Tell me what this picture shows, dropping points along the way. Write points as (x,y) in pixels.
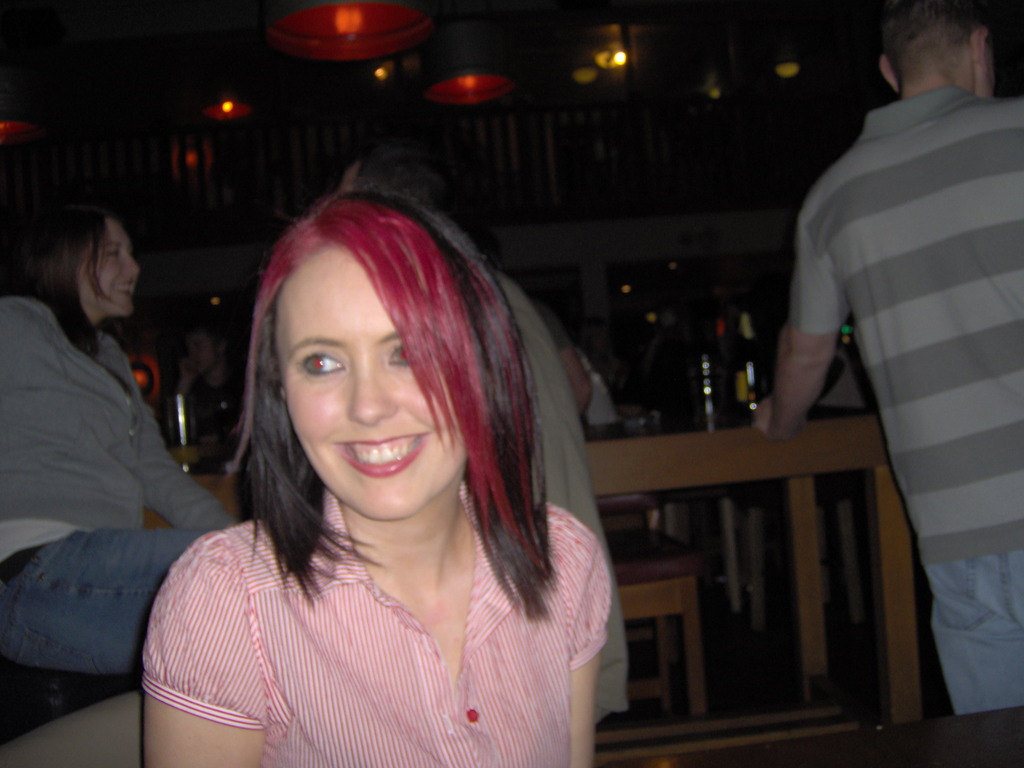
In this image, I can see a woman (384,652) smiling. In the background (49,431), there are few people (785,429), bottles (710,388) on a table (772,441) and few other objects (650,553). At the top of the image (336,59), I can see the lights (467,30).
